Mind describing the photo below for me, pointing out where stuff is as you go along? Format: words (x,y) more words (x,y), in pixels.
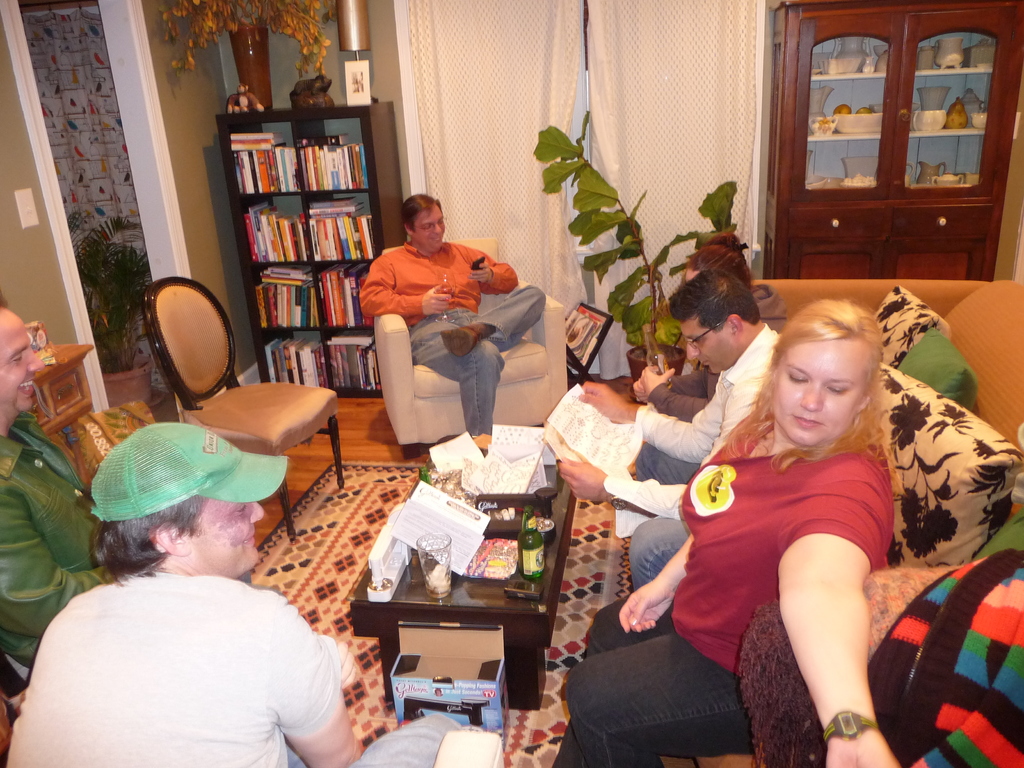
In a room (565,516) there are some people (509,321) sitting. To the right side (762,443) there are three people (757,481) sitting on the sofa (908,522). And the man (424,320) with the orange shirt (451,276) is sitting in the chair (396,362). There is another chair (261,429). To the left corner (146,620) there are two men (146,620) sitting. The shelf (375,205) is covered with many books (323,273). And we can see a pot (133,396). In middle (612,339) there are some curtains (566,112). In the right side (898,154) there is a cupboard (904,195) with vessels (944,122) in it.
